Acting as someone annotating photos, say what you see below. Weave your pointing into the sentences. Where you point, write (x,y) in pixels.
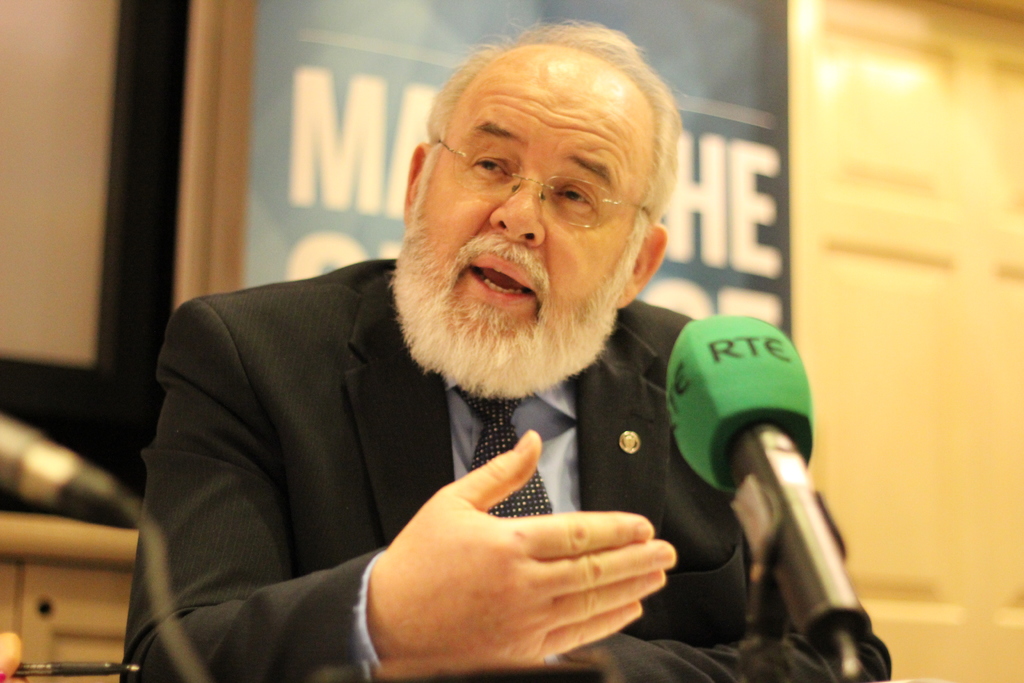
In this image in the front (752,507) there is a mic (759,483) in the center (487,451), there is a person (467,486) speaking in the background (667,221) there is a board (781,192) with some text (725,182) written on it and there is a door (892,268) and there is an object (62,596) which is white in colour.
